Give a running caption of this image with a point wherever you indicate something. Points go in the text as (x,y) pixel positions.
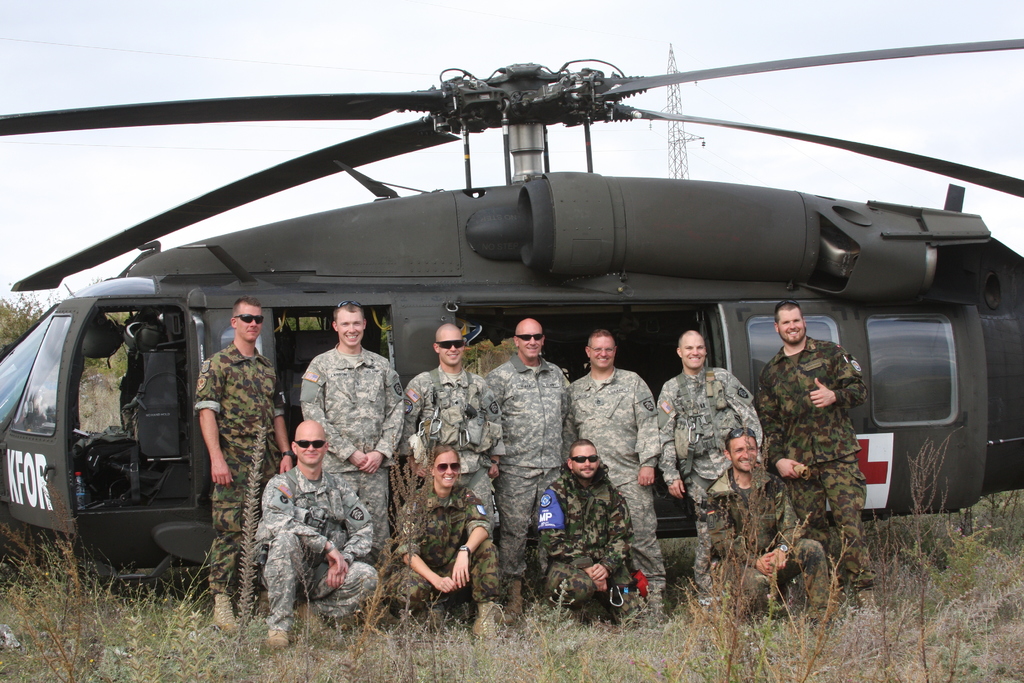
As we can see in the image there are plants (261,637), helicopter (507,232), few people (472,377) wearing army dresses (542,417) and standing in the front (449,467). At the top (295,75) there is sky (299,90).
